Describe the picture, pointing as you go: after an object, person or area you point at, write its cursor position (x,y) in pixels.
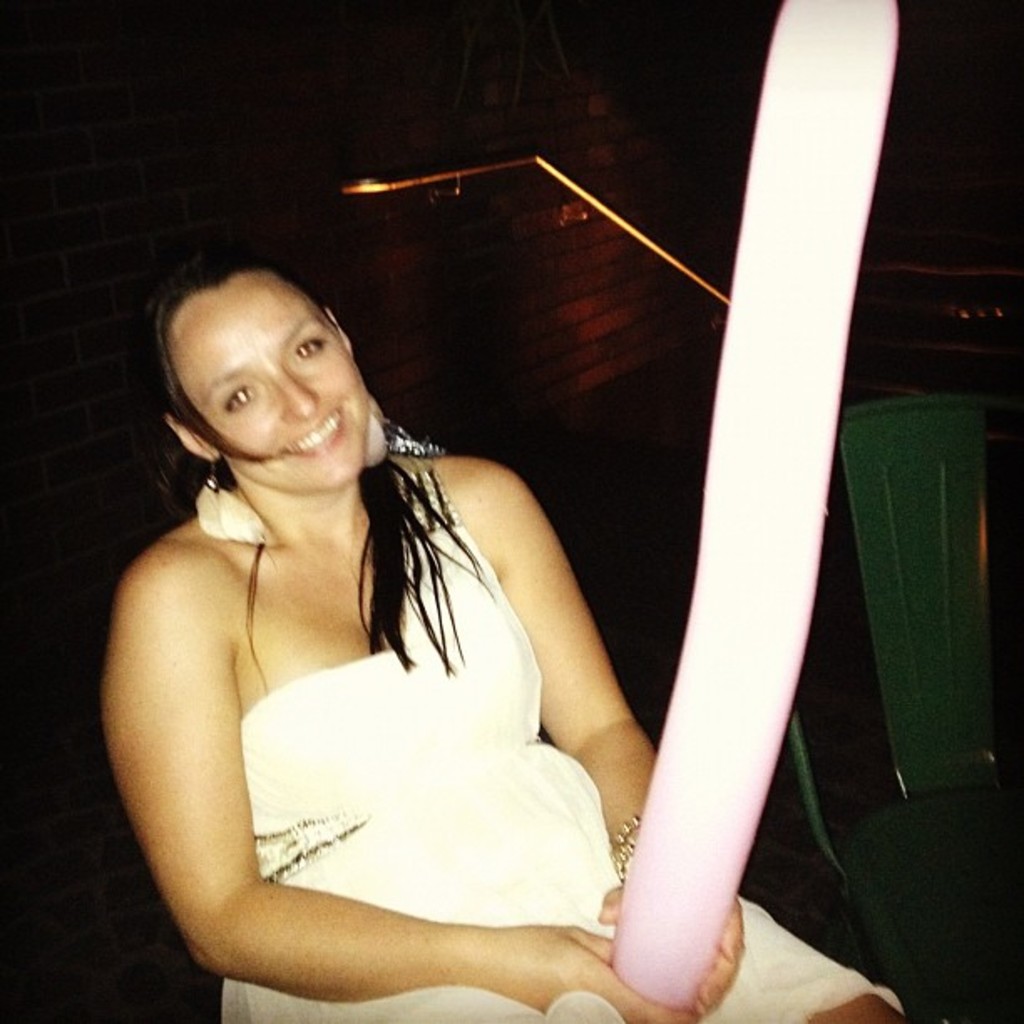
In the image I can see a woman (520,635) is wearing white dress (536,735) and holding something. Back I can see a wall (501,391) and image is dark.
